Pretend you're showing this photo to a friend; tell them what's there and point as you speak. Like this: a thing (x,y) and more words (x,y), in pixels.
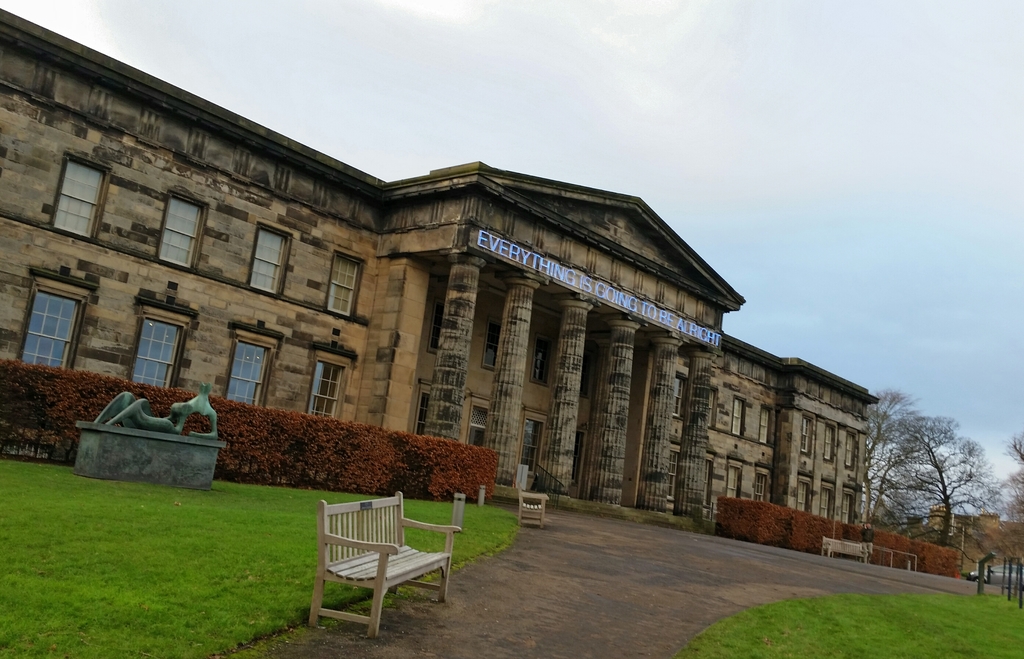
In this image we can see buildings (523,441) and there are benches (397,515). We can see hedges (796,548). On the left (114,462) there is a sculpture (149,479). At the bottom (241,535) there is grass (940,615) and we can see trees (930,486). In the background (997,468) there is sky (801,272).
